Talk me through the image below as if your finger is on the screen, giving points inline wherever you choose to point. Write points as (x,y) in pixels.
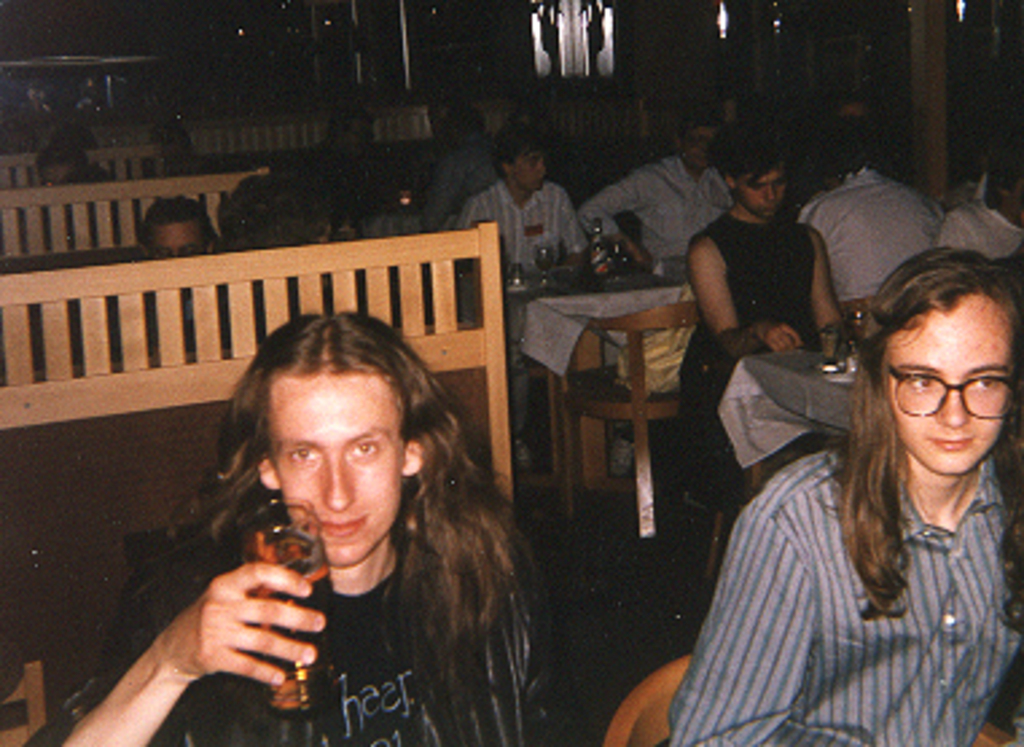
In this image in the front (376,627) there are persons (800,652) sitting. On the left side (328,640) there is a person (365,636) sitting and holding a glass (290,619) in hand (311,616). In the background (258,198) there are persons (815,283) sitting on the chair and there are tables (579,280) and on the tables (675,289) there are bottles (594,245), glass (827,337) and there are windows (551,54) and there are partitions (137,218).
